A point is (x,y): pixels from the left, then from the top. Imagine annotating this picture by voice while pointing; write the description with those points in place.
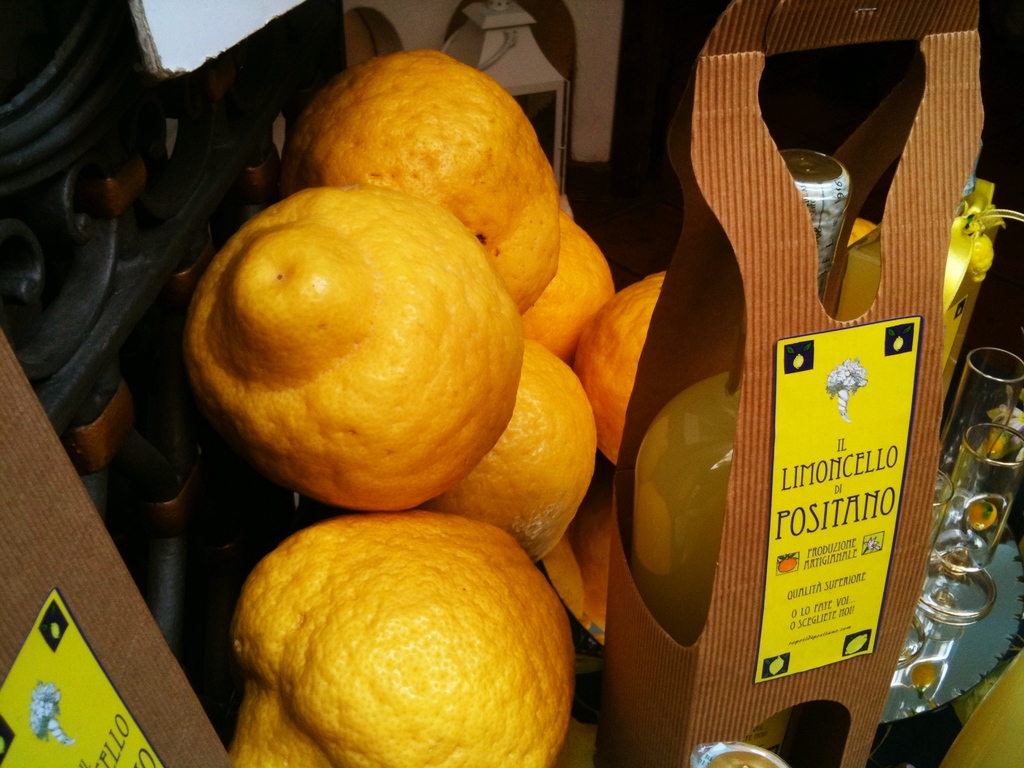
In this image in the middle (588,314) there are fruits (375,320) and bottle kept in the box (800,454), on which there is a text (796,472), on the right side (791,484) there is a text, on the left side (16,191) there is a railing (3,193), at the top (552,130) there is a lamp (552,130).
